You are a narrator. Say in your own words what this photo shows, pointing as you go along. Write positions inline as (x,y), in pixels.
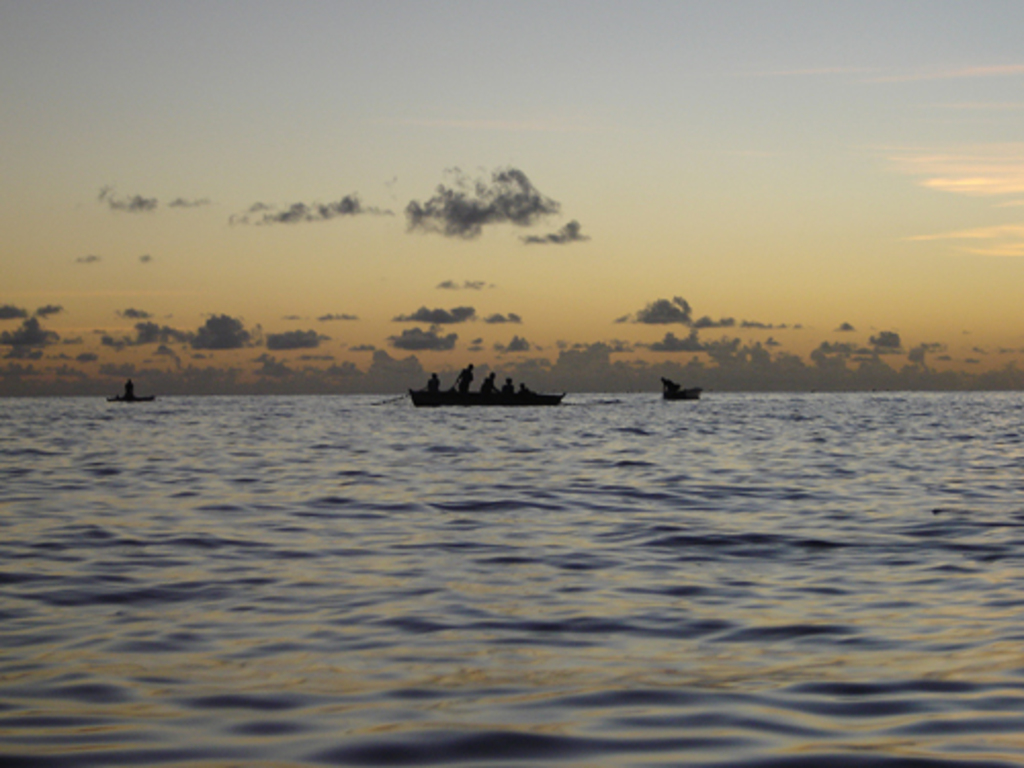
In this image in the front (534,550) there is water (513,560). In the background (515,395) there are boats (138,400) sailing on the water (350,402) with the persons (672,387) inside it and the sky (653,380) is cloudy.
